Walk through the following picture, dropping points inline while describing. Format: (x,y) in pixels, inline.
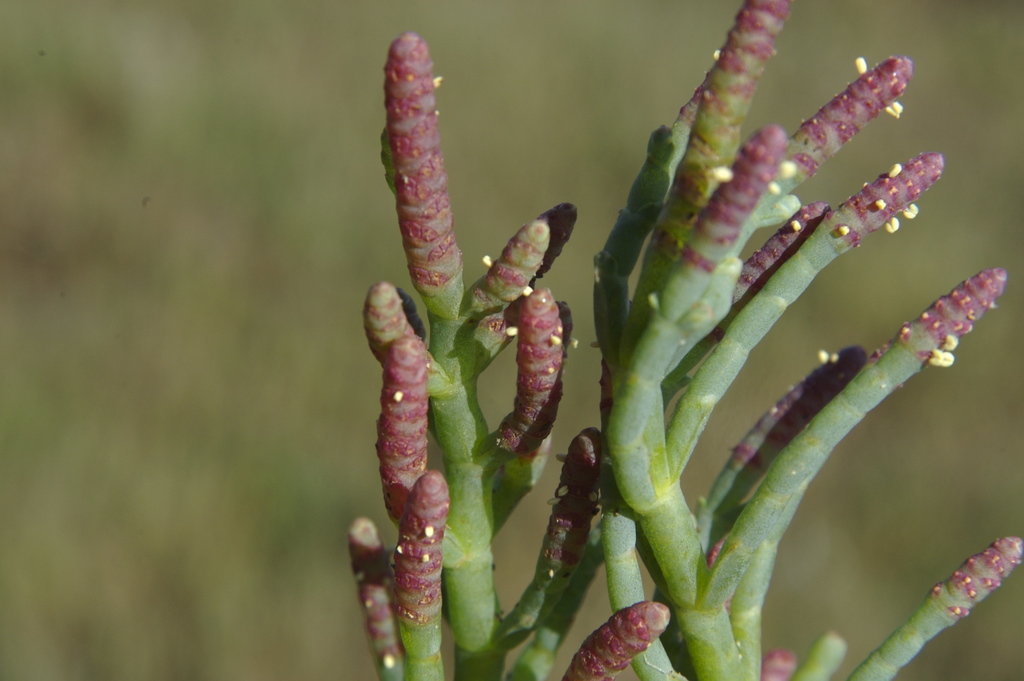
This picture consists of estuary pickleweed (378,310) in the image and the background (478,158) area of the image is blur.
